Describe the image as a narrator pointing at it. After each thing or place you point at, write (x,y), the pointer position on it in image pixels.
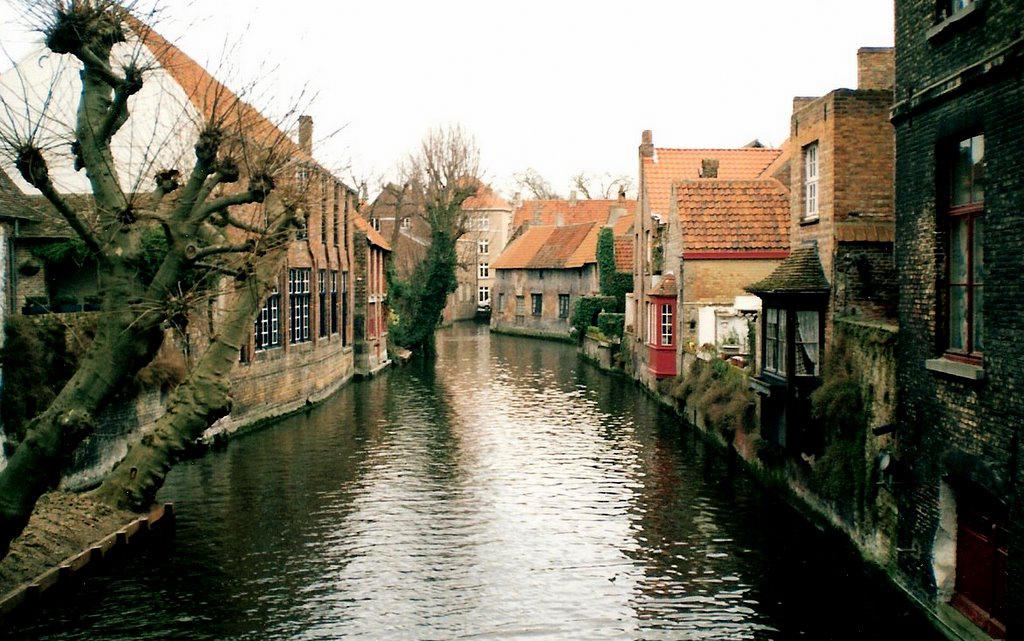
In this picture I can see the water (512,345) in front (522,513) and I can see number of buildings (287,409) on both the sides of this picture. I can also see few trees (434,228) and plants (436,248). In the background (541,35) I can see the clear sky (508,21).
